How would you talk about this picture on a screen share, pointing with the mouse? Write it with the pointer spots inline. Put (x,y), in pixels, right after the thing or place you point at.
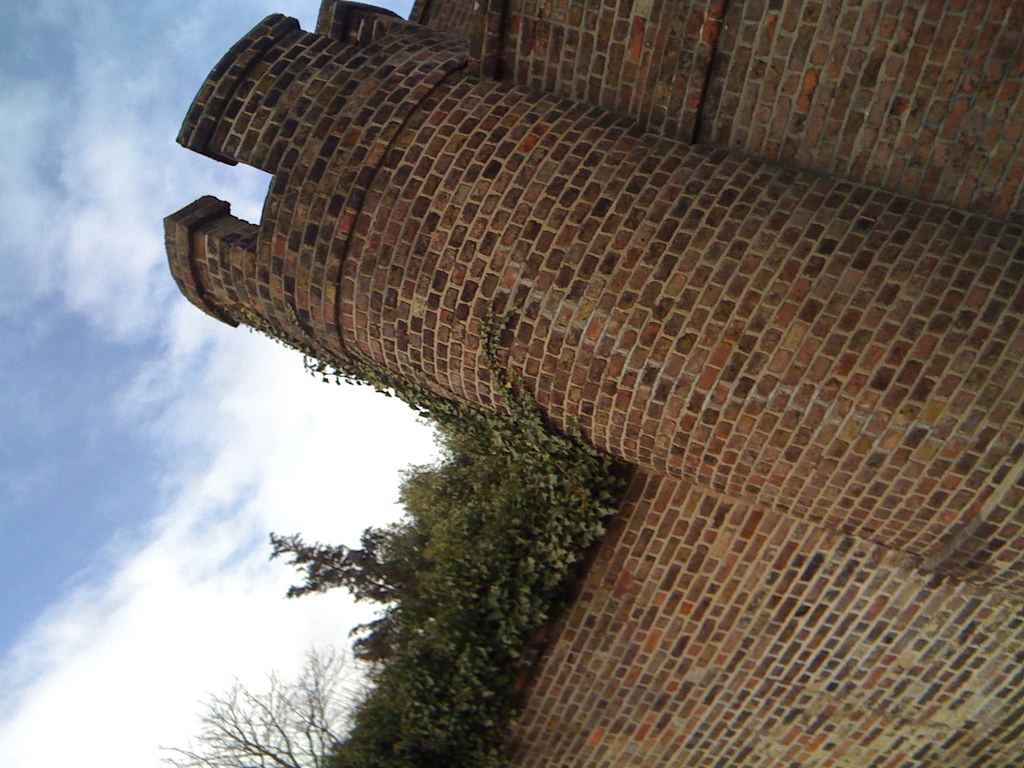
In this picture I can see building (458,200) and few trees (460,695) and a cloudy sky (146,434).
